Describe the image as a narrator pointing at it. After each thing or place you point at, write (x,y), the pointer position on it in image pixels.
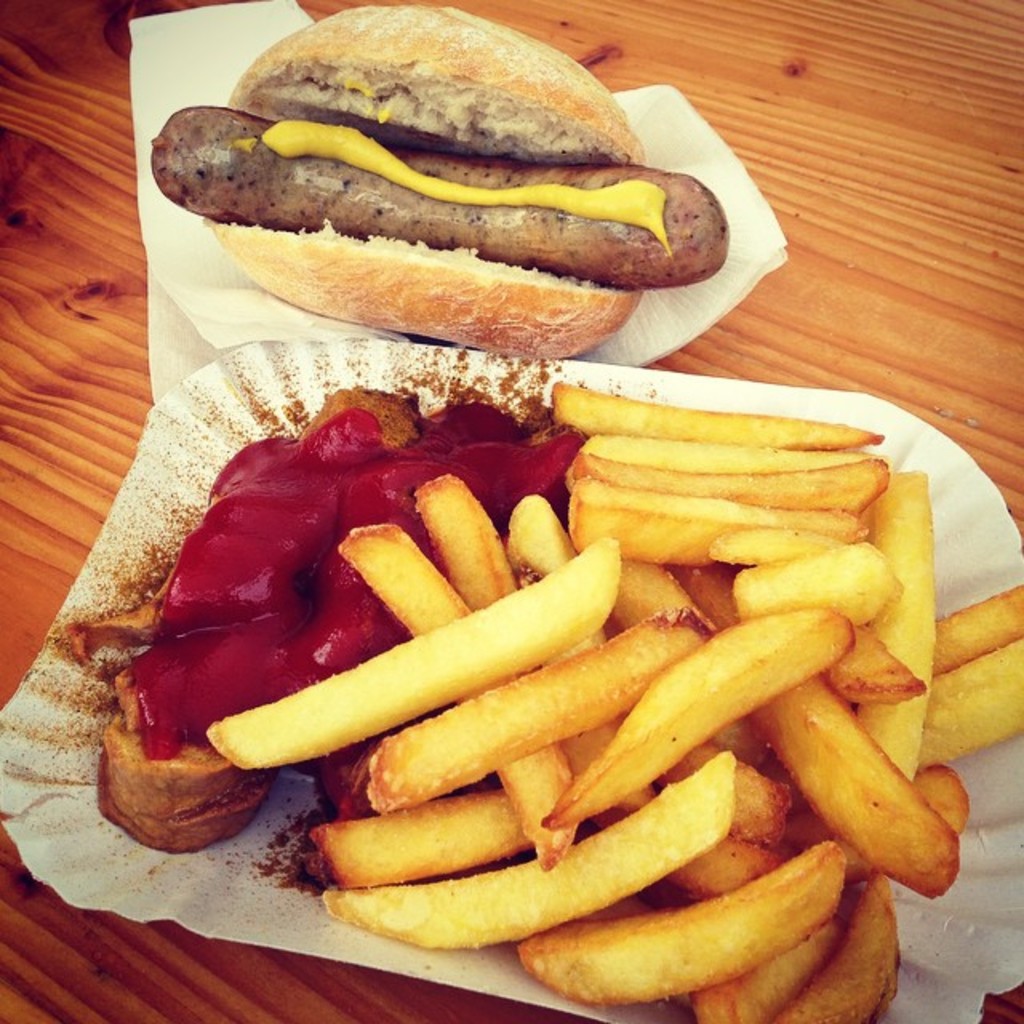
In this picture we can see some food items (449,251) and a sausage (337,203) on the papers (182,430) and the papers (180,383) are on the wooden item (146,408).
